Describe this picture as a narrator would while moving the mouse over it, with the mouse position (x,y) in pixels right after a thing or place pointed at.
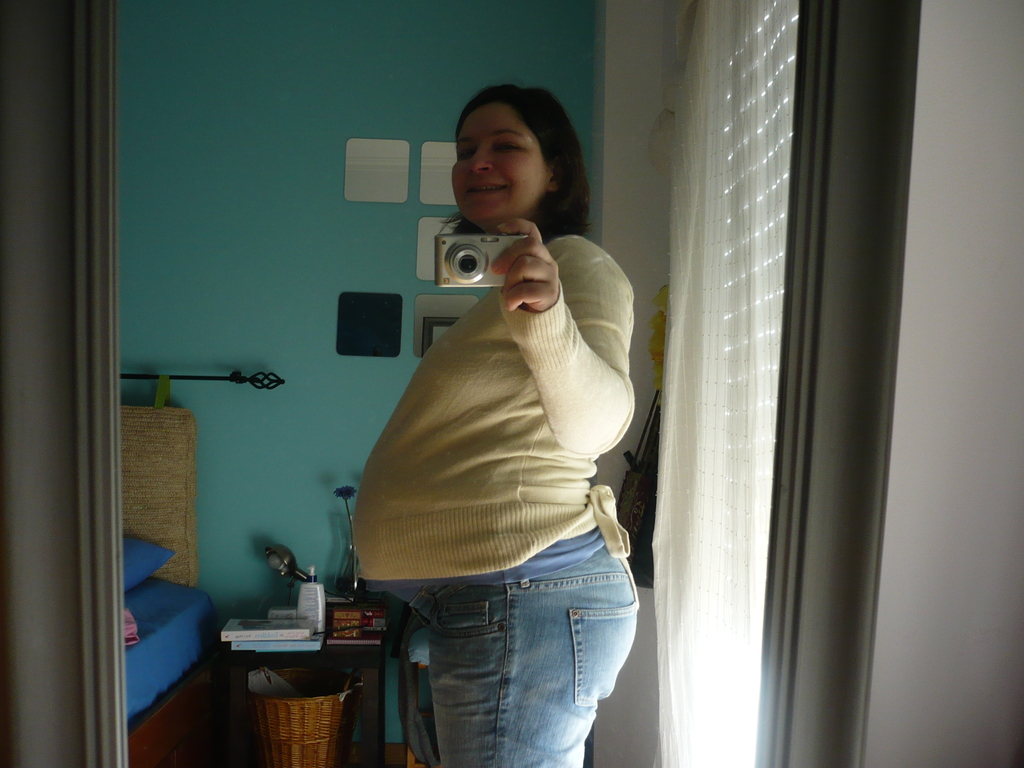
In this image there is one woman (508,414) who is standing and she is holding a camera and she is smiling on the right side (952,502) there is one wall (908,391) beside that wall (908,391) there is one window (722,344) and curtain (738,222) on the top of the image (454,82) there is one wall (482,68) on the left side of the image (51,312) there is one frame (58,542) and in the bottom of the image (324,653) there is one table (372,650) beside that table (232,669) one bed (161,593) is there on that table (319,650) there are some books (256,632) and light (287,551) are there and under that table (335,661) there is one dustbin (302,724).
